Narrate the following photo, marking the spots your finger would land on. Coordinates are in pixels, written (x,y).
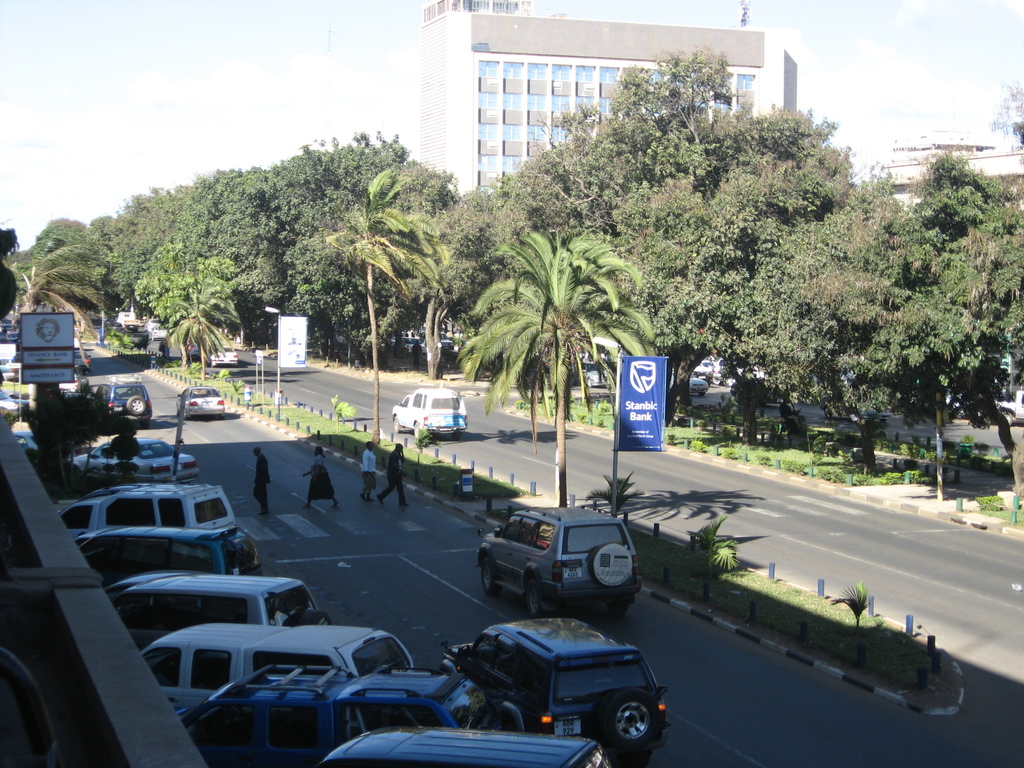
In this picture we can see the top view of the road (385,523) with some cars (254,680) parked on the roadside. In the middle (489,320) we can see some coconut trees (397,244). In the background (473,95) there is a building (539,119) with glass windows (480,130). On the top (213,102) there is a sky (166,84).
